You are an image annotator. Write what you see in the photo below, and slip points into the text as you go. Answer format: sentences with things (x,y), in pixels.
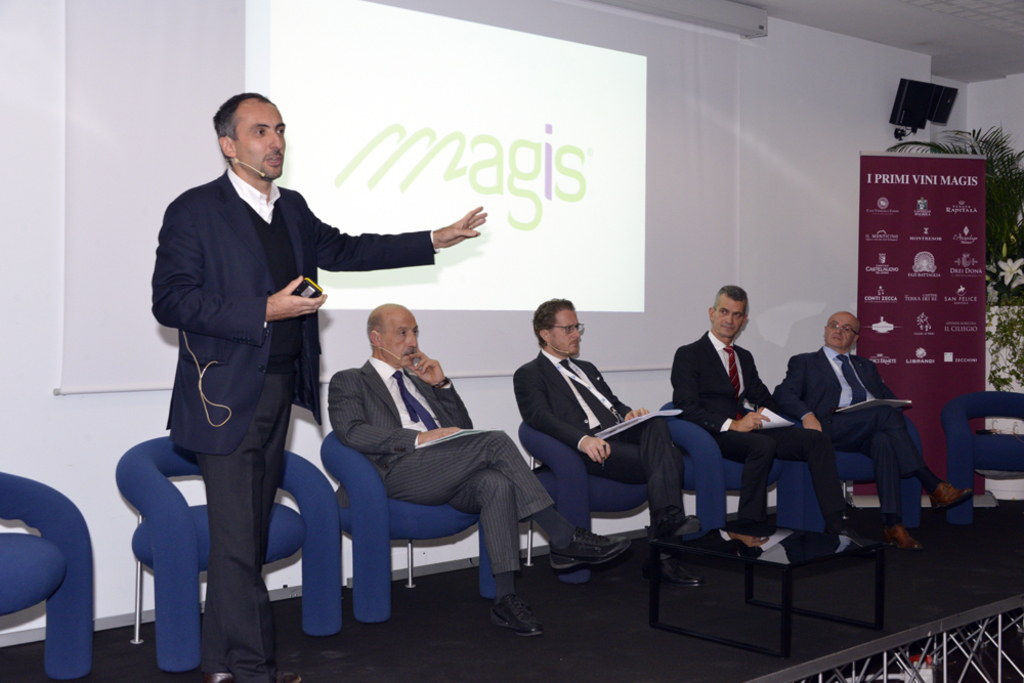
The picture is taken during a conference. In the foreground of the picture (624,408) there are chairs (151,515) and people (738,422) sitting in them. On the left (275,293) there is a man (268,436) standing and talking. On the right (754,561) there is a desk (696,540). On the background (391,101) there is a wall (773,66) painted white and screen (677,79). On the right (985,338) there are house plants (1000,208), flowers (1009,263), hoarding (944,225) and a speaker (908,88).
